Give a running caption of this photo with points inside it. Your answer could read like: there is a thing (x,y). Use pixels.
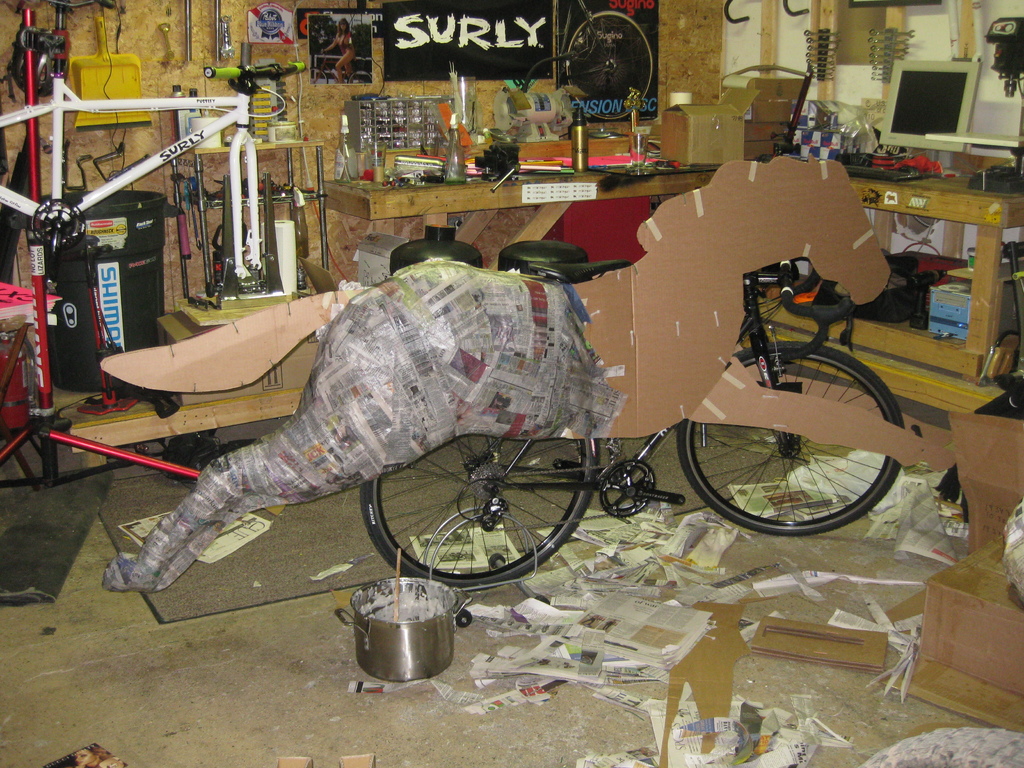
In this image I can see the bicycle (392,495). On the bi-cycle (569,491) I can see the horse shape cardboard sheet (727,355), background (708,81) I can see few bottles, papers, pens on the table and I can also see the system (964,114) and I can see few boards (436,57) attached to the wall (676,58) and the wall (307,73) is in brown color. In front (433,641) I can see few papers (543,656) and the bowl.
